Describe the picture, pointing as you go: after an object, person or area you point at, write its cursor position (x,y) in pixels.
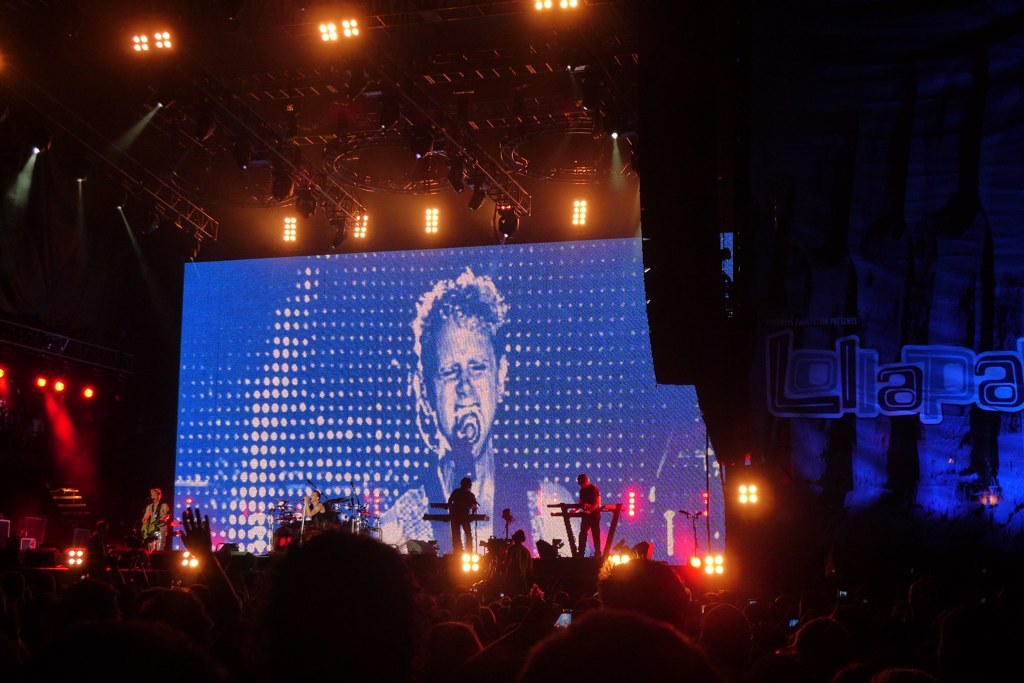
In the image I can see some people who are playing some musical instruments (143,530) on the dais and behind there is a screen (461,394) and also I can see some people (242,596) and some lights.
